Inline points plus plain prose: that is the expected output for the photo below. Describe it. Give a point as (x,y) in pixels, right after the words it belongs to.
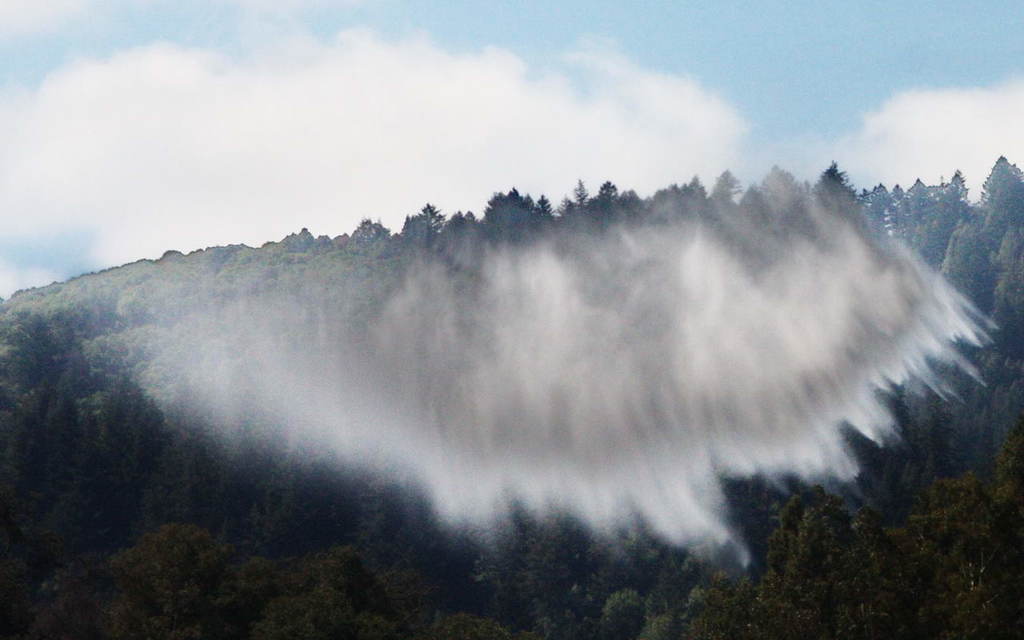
This image consists of a mountain (74,462) covered with trees (754,556) and plants (1011,517) along with smog (468,274). To the top (278,103), there are clouds (471,130) in the sky (468,137).
